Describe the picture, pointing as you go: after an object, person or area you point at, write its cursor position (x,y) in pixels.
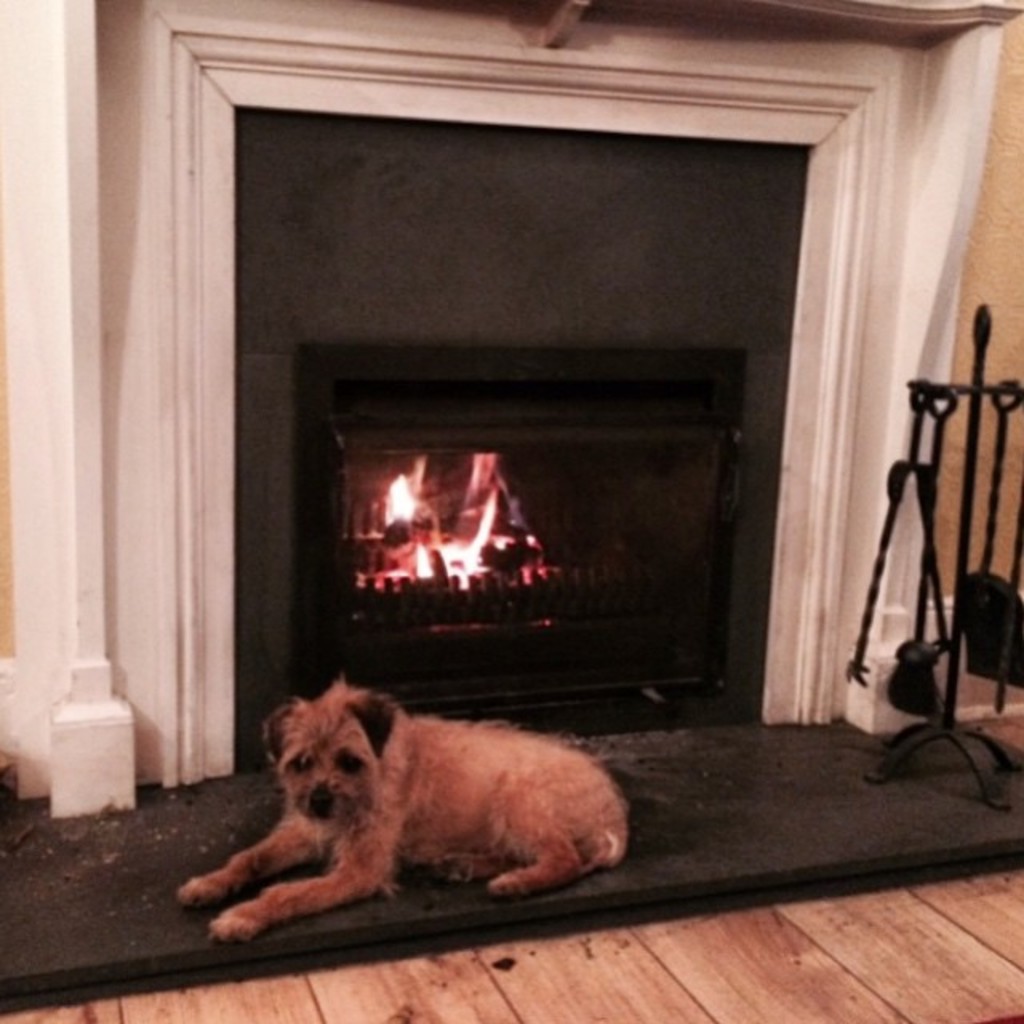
There is a dog (353,808) sitting near to the fireplace (414,473). On the right side (999,625) there is a stand (968,478) with spade (990,584). And the floor (615,941) is wooden.
